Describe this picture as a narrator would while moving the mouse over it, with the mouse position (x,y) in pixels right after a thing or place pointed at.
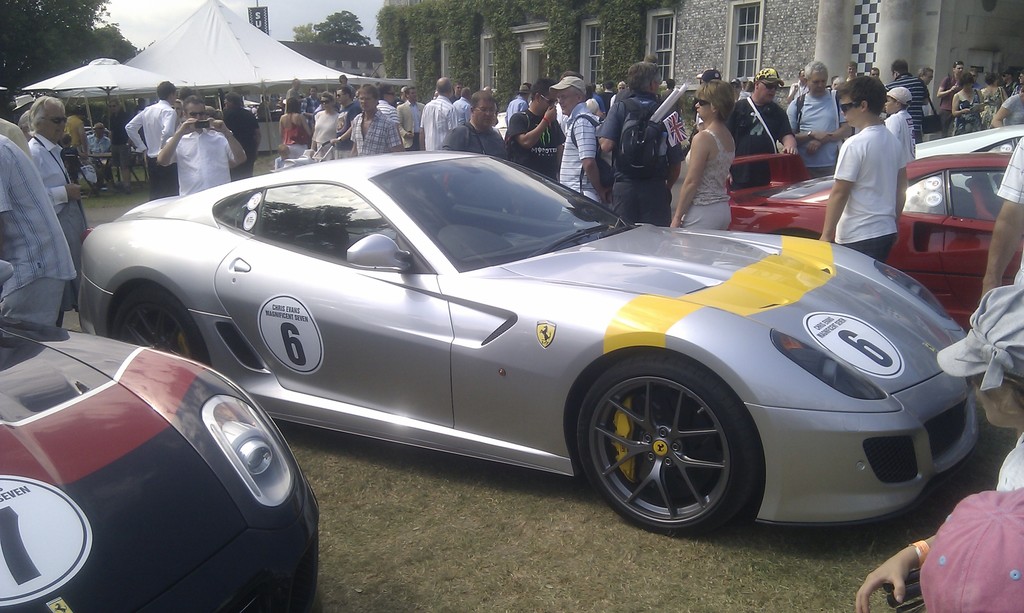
In this image in the front (96,451) there are persons (970,504) and there is a car (114,485) which is red and black in colour. In the center (526,256) there is a car (573,304) which is silver and yellow in colour with some text (301,317) and number (290,330) written on it and there are persons (869,196). In the background (238,96) there are persons (420,133) standing and walking and there are cars (917,159), tents (268,69) which are white in colour. There are trees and there is a building (771,39) and on the building (734,53) there are leaves (518,61) and there are windows (666,55).
